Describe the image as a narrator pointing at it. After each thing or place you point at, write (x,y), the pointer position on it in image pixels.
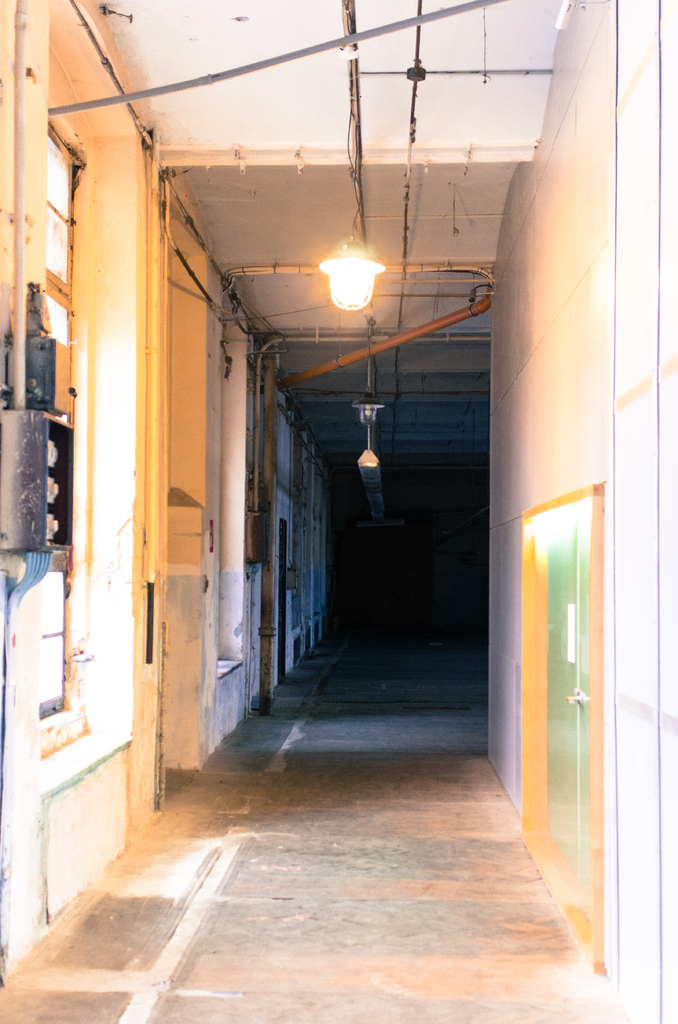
In this image there are lights (362,404) hanging and there are walls (289,500). On the left side (63,457) there are objects (48,465) which are grey and black in colour and there are pipes (380,344) on the top (415,332).
